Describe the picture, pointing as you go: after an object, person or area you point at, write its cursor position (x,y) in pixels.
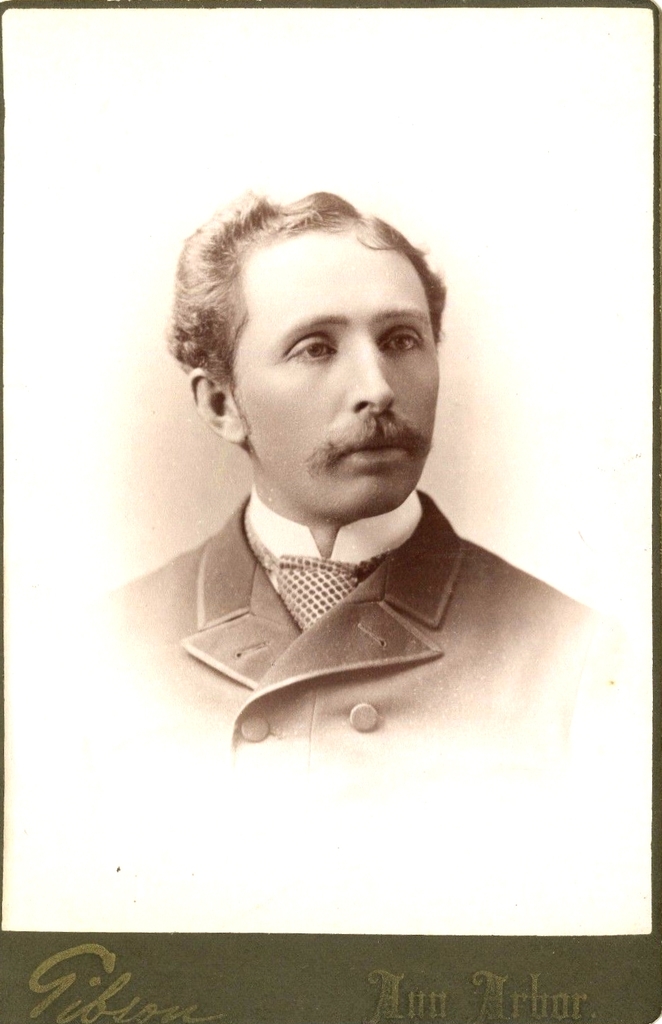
In this image I can see the photo (317,607) of the person (368,683) and there is a white background (61,202). I can see something is written on the bottom of the image (95,947).
